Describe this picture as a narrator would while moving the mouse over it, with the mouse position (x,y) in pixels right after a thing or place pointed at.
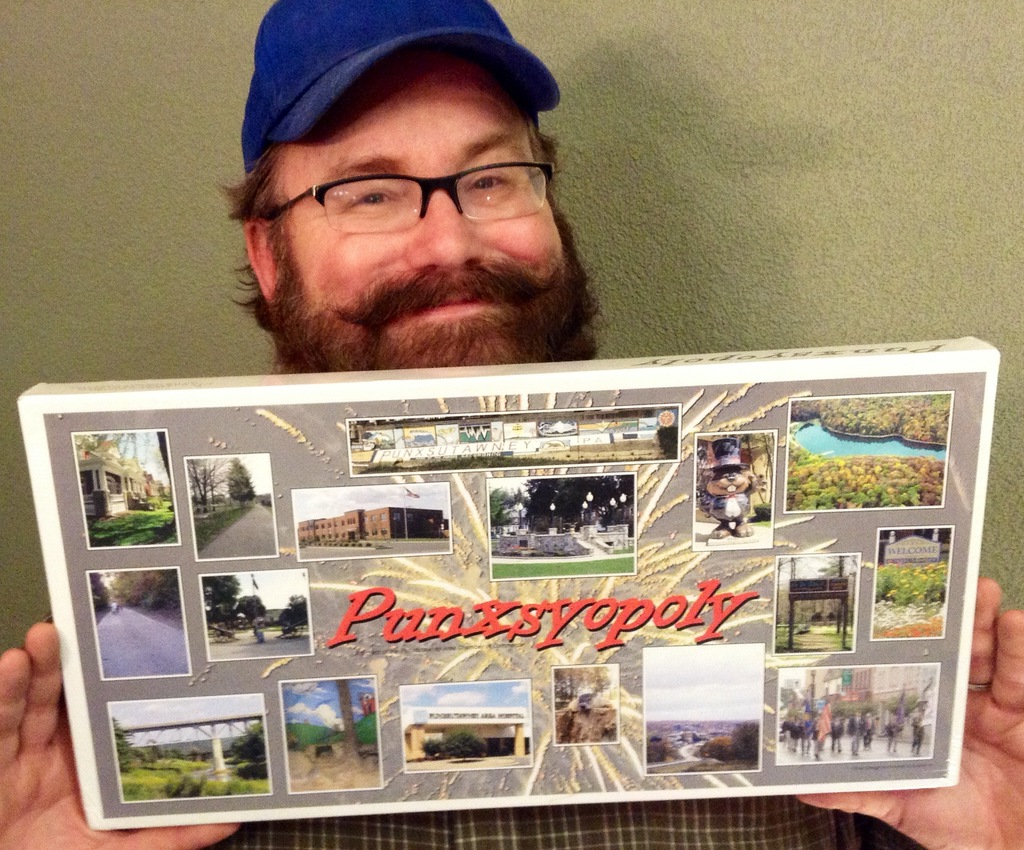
Here we can see a man (457,339) holding a frame (510,704) with his hands (48,772). He has spectacles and he is smiling. In the background (181,186) there is a wall (933,133).
